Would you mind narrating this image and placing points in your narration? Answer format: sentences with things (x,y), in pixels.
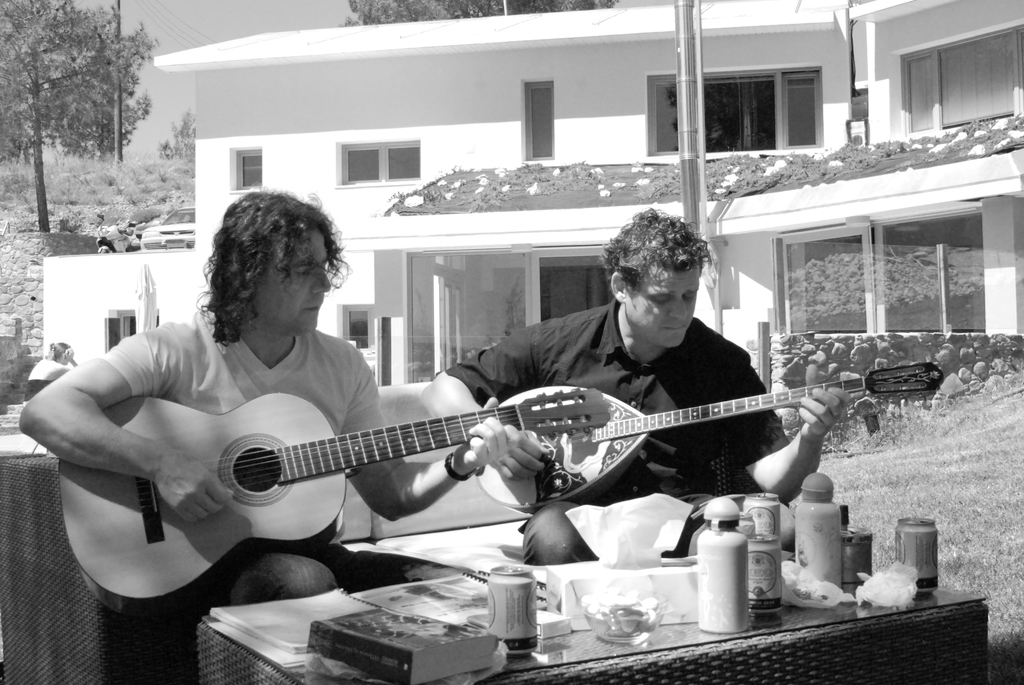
In this picture two persons (279,300) are seated on the chair (341,506), and they're playing guitar (202,422), in front of them we can find couple of bottles (700,608), boxes (553,626) on the table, in the background (215,165) we can see a building (587,74), a pole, car (182,231) and couple of trees (98,84).
